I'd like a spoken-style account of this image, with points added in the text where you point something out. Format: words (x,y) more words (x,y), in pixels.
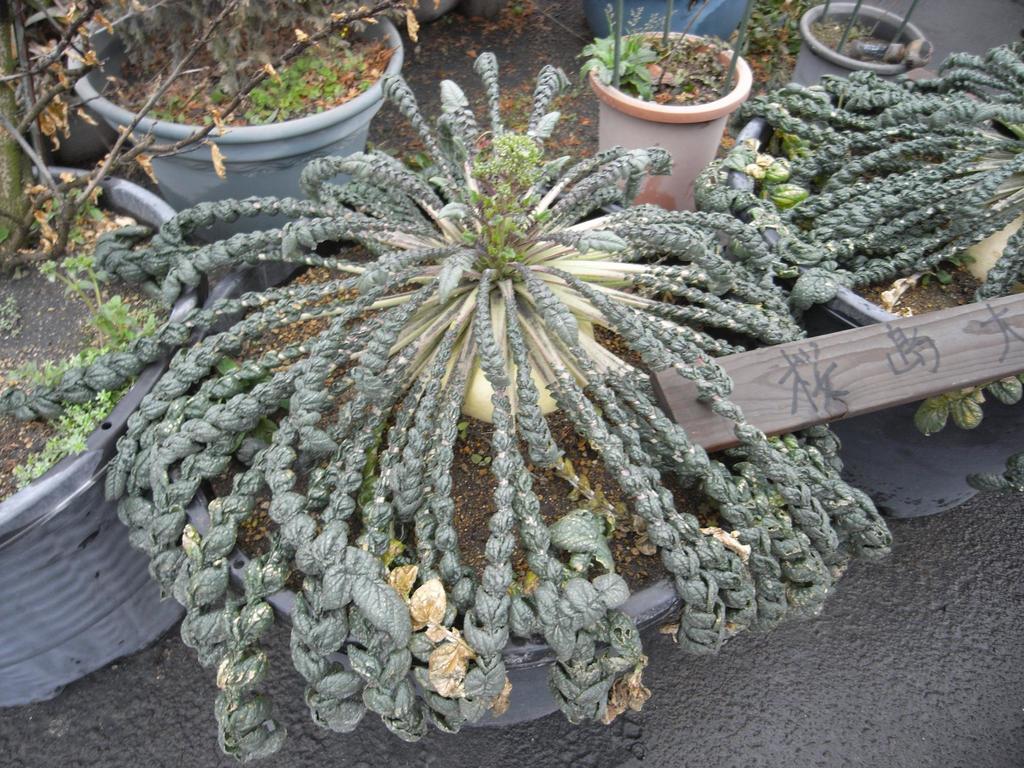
In this picture we can observe some plants (366,264) placed in the plant pots (45,563) which were of different sizes. These were placed on the floor (777,713).
